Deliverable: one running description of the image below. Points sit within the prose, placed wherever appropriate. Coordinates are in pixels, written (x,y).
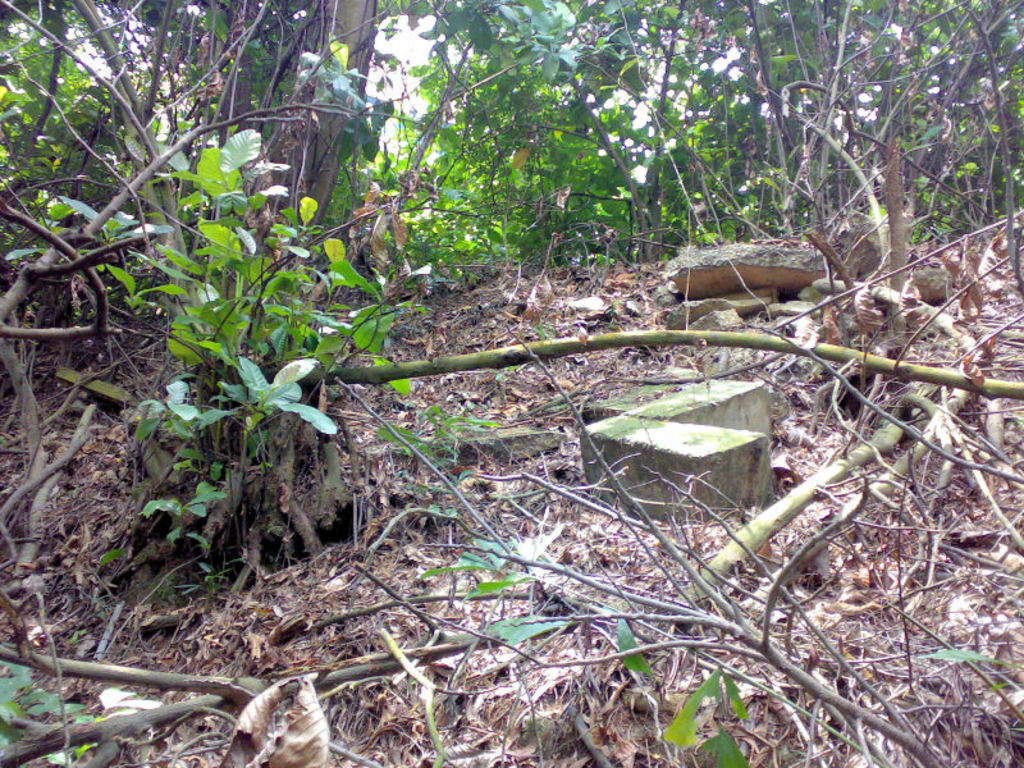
In this picture I can see rocks (936,285), plants (595,231) and trees (782,148).
